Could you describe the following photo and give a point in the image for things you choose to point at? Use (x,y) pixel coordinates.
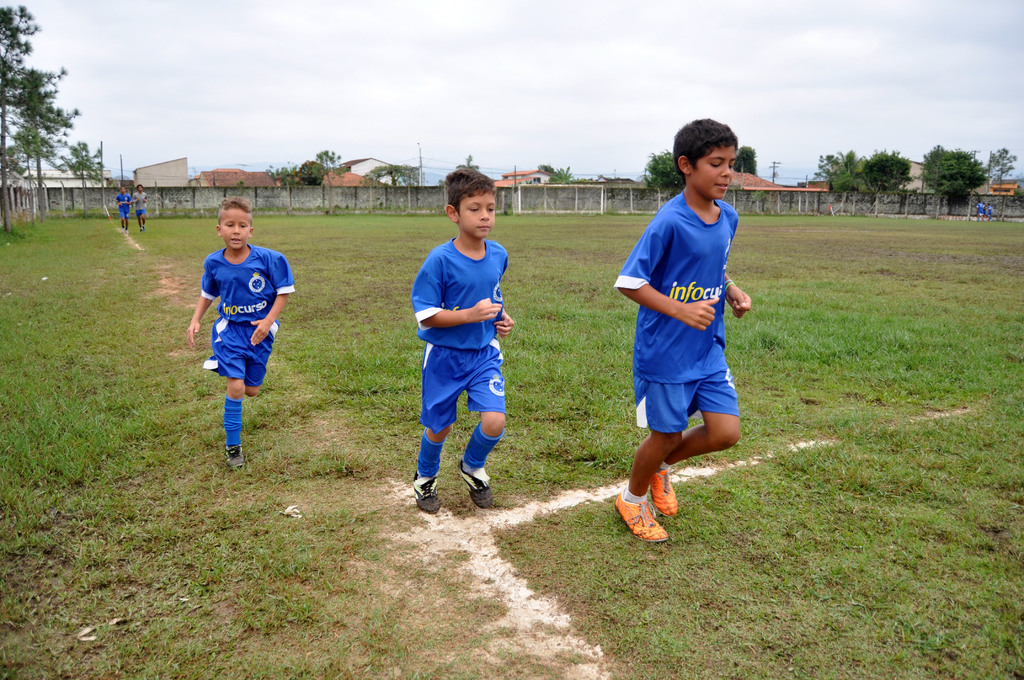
In the image we can see there are kids (472,238) running on the ground (576,547) and there's grass (611,510) on the ground (608,288). Behind there are buildings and there are trees (49,75). There is a cloudy sky (393,84).
